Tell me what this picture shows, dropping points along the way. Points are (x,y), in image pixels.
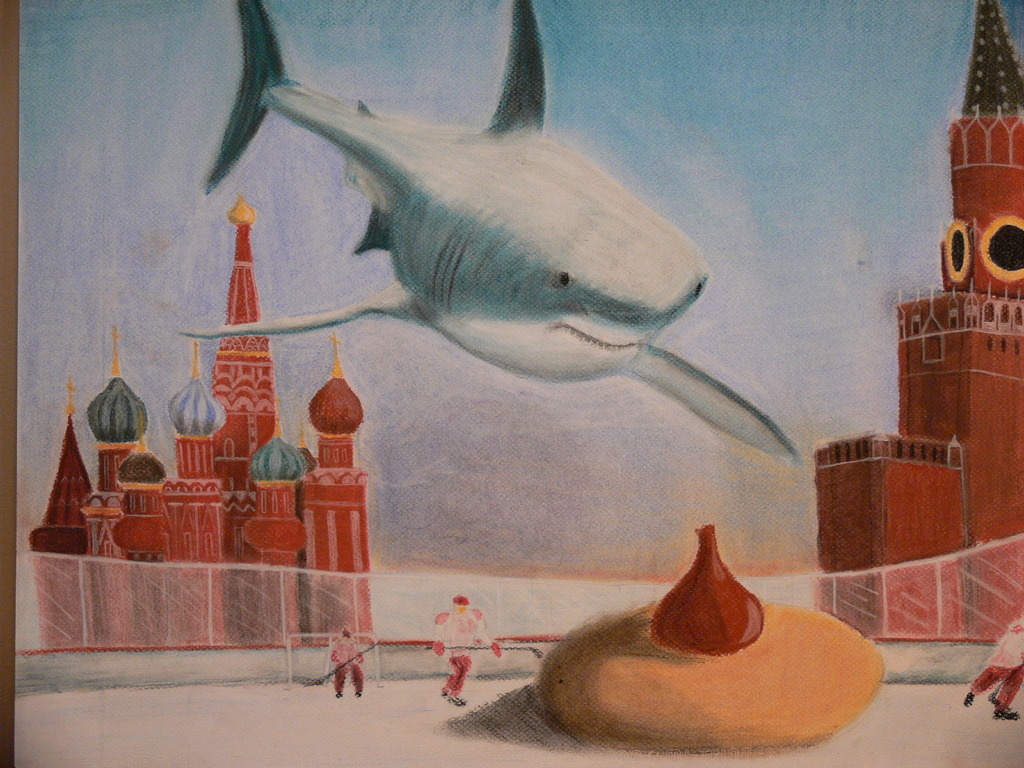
In this image I can see a painting (341,306) of a fish (465,286), two buildings (147,533) and few persons (976,686). At the bottom (720,624) there is an object (720,624) on a rock (673,702). In the background (826,145), I can see the sky (744,164).
